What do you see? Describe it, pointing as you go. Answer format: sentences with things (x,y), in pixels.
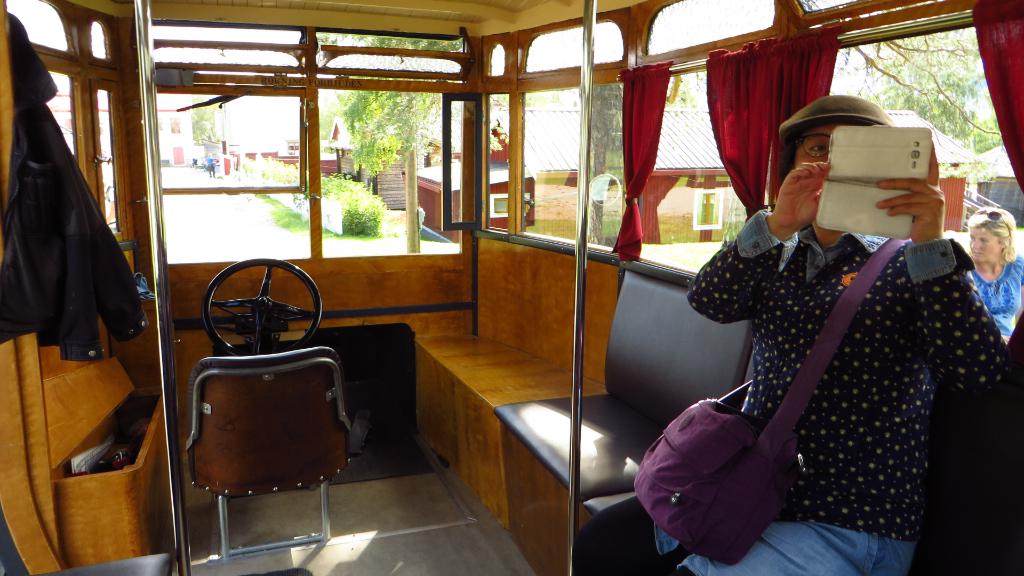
This is an inside view of a vehicle (519,128). On the right side (768,252), I can see a person (812,334) is sitting on the chair (628,453). The person (917,307) is holding a mobile (860,168) in the hands (917,203) and looking into the mobile (850,148). On the left side (57,180), I can see a jacket (41,110). In the middle of the image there is a chair (240,466) which is placed on the floor (359,497). At the back of it I can see the steering (263,287). There are few windows (249,157) and curtains (757,103). Through the windows (405,137) we can see the outside view. In the outside, I can see the plants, trees (386,130) and houses (553,143) and also the road (187,218).
